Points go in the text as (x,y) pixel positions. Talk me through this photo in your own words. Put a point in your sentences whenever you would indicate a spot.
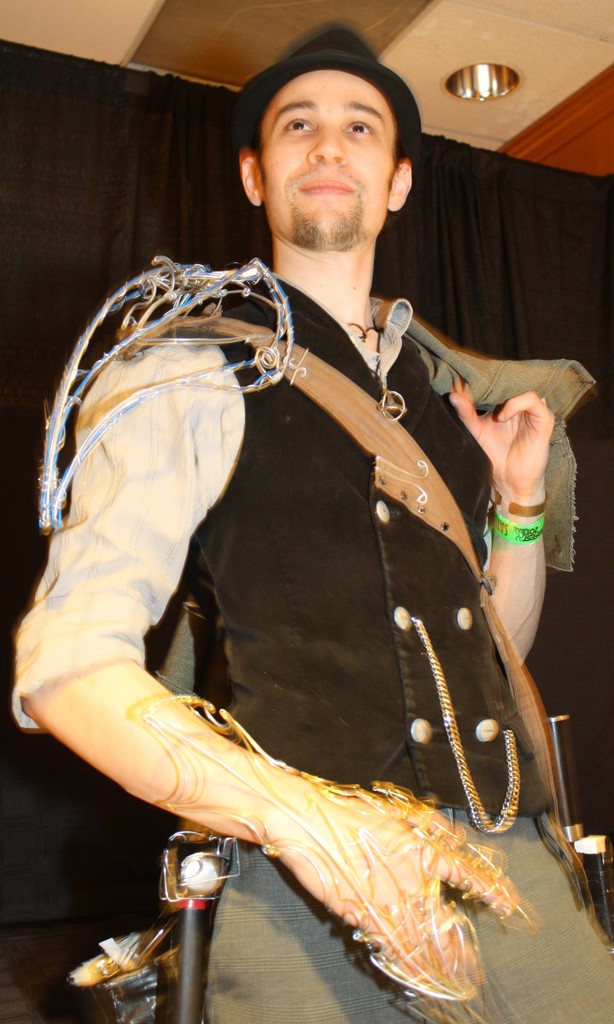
In this image we can see a person (301,423) wearing a black jacket (397,667) and a different costume (550,898) is standing here and smiling. In the background (586,291), we can see black color curtains (39,235) and lights (474,70) to the ceiling (487,31).
